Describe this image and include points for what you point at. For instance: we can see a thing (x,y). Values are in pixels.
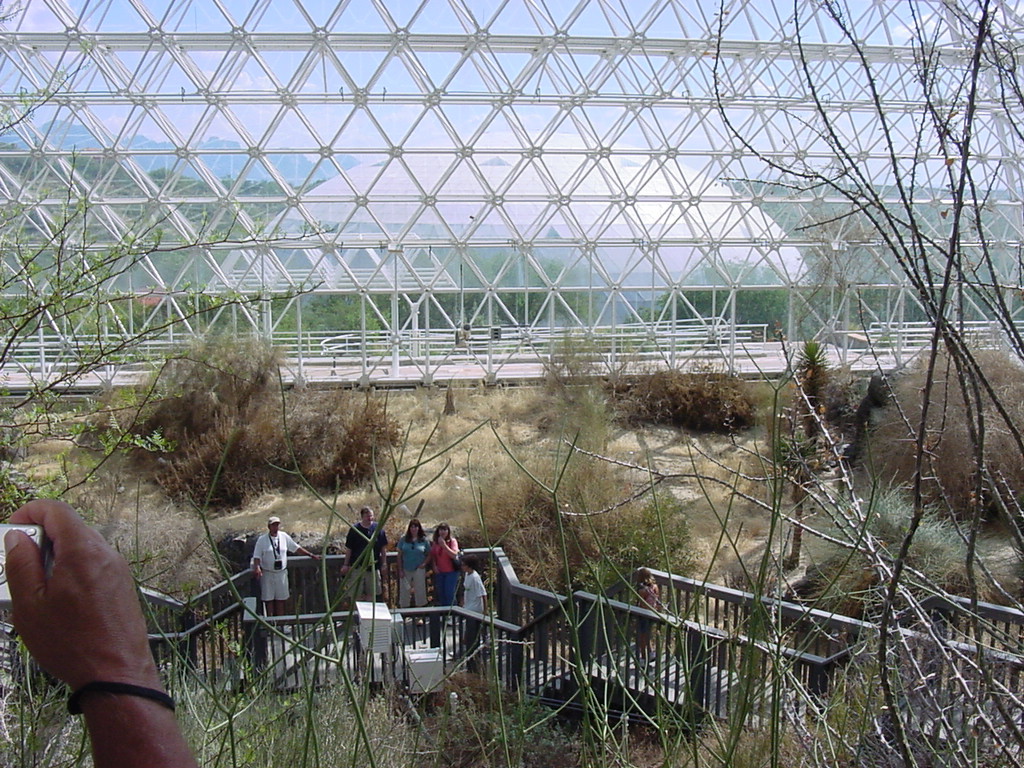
In this image there is the sky (572,83) towards the top of the image (476,80), there are trees (736,312), there is a road (389,370), there is a glass wall (585,224) towards the top of the image (523,131), there are plants (462,725) towards the bottom of the image (326,725), there are persons (275,555) standing, there is a man (266,551) wearing a cap (271,519), there is a person's hand (104,618) towards the bottom of the image (89,641), there is an object (38,535) in the person's hand (56,576).
